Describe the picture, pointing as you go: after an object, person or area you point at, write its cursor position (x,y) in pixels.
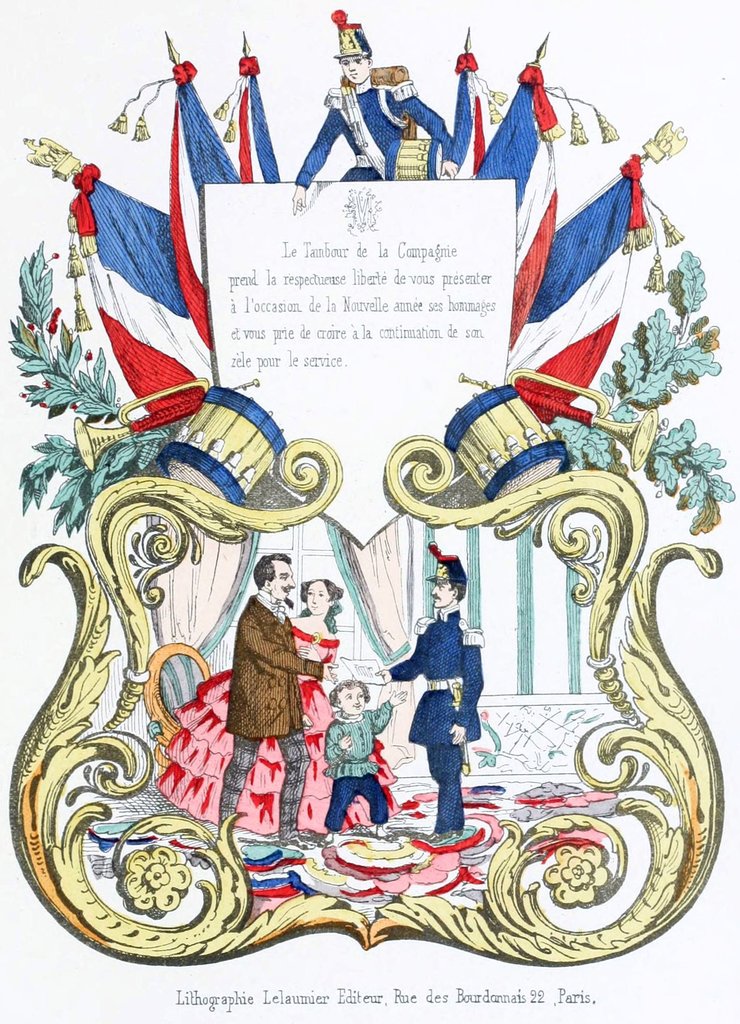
This image is a poster. In this image we can see the depiction of humans (279,673). We can also see the flags (523,197), text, flowers (156,858) and musical instruments (520,424).
